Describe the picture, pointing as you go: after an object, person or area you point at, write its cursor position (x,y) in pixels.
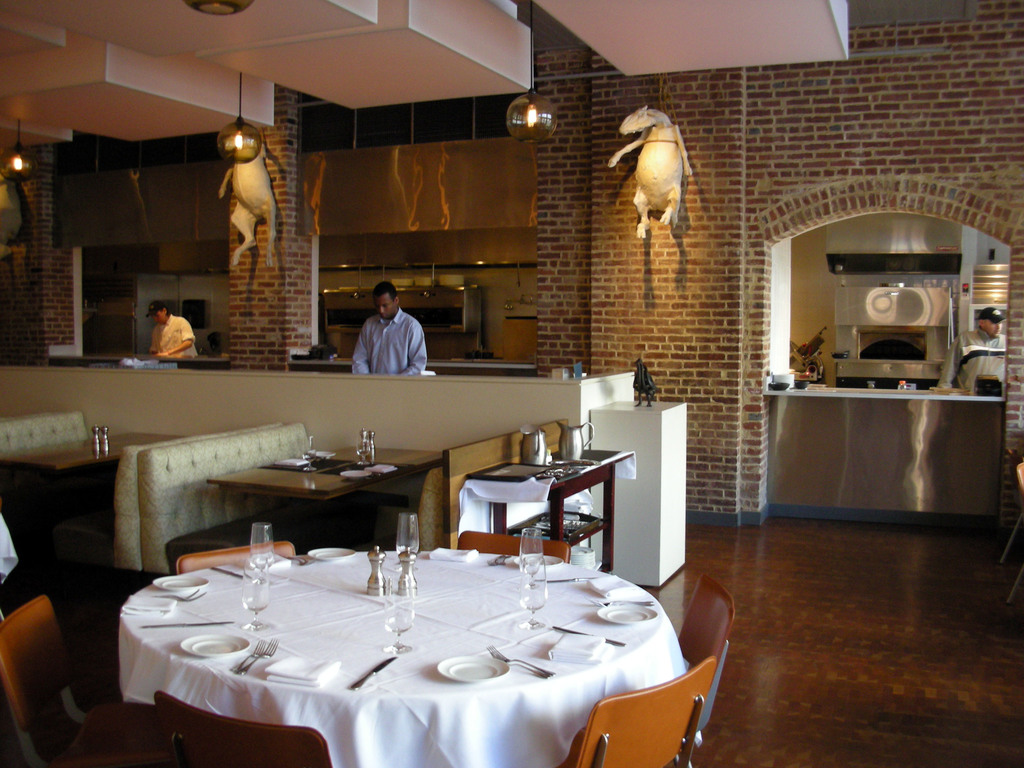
In this image I see lot of tables (142,667) and chairs (56,654) and I can also see few things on the tables (238,633). In the background (387,429) I see the wall (759,392), lights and 3 men (1003,372), I can also see few equipment (857,255).
